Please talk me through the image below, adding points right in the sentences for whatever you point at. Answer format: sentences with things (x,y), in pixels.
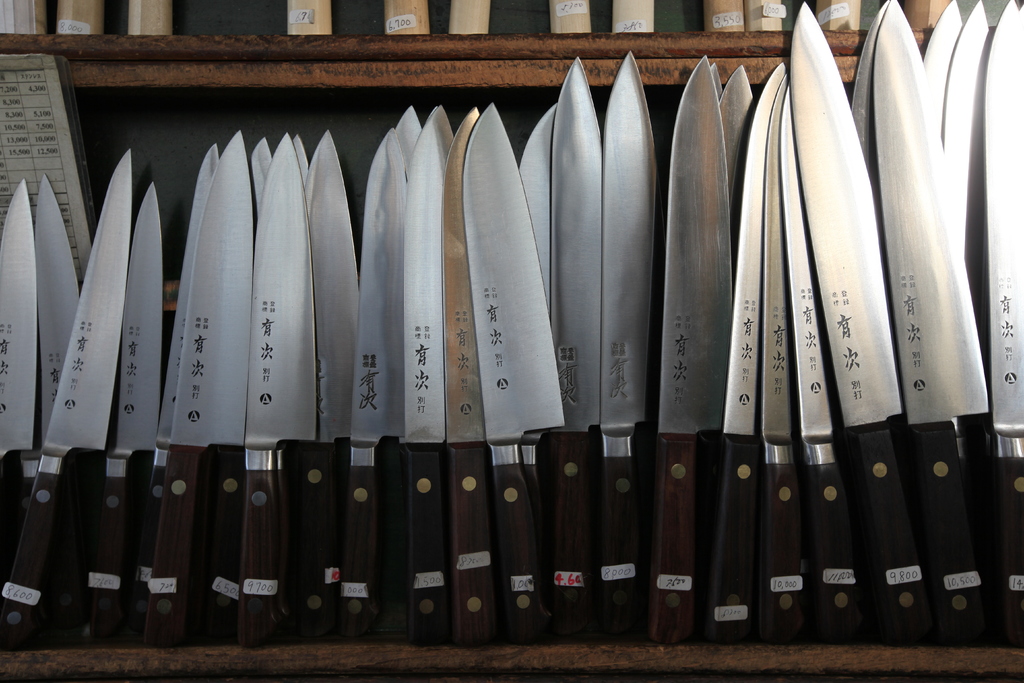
In this picture there are different types, different sizes, different colors of knife (794,498) in the cupboard (832,538) and there are stickers (265,584) on the knives (409,571). On the left side of the image (18,61) there is a board (38,101) to the cupboard (115,7). At the top (468,21) there are knives (828,15) in the cupboard (275,21).
